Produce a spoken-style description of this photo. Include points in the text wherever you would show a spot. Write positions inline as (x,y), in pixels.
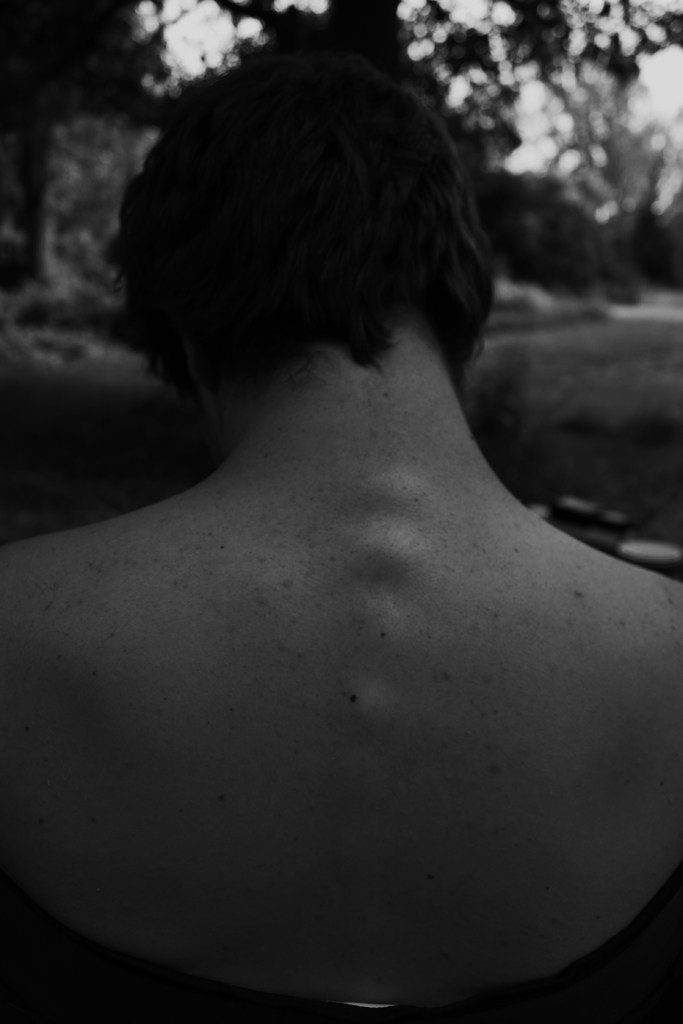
We can see a black and white image of a person (290,690).
